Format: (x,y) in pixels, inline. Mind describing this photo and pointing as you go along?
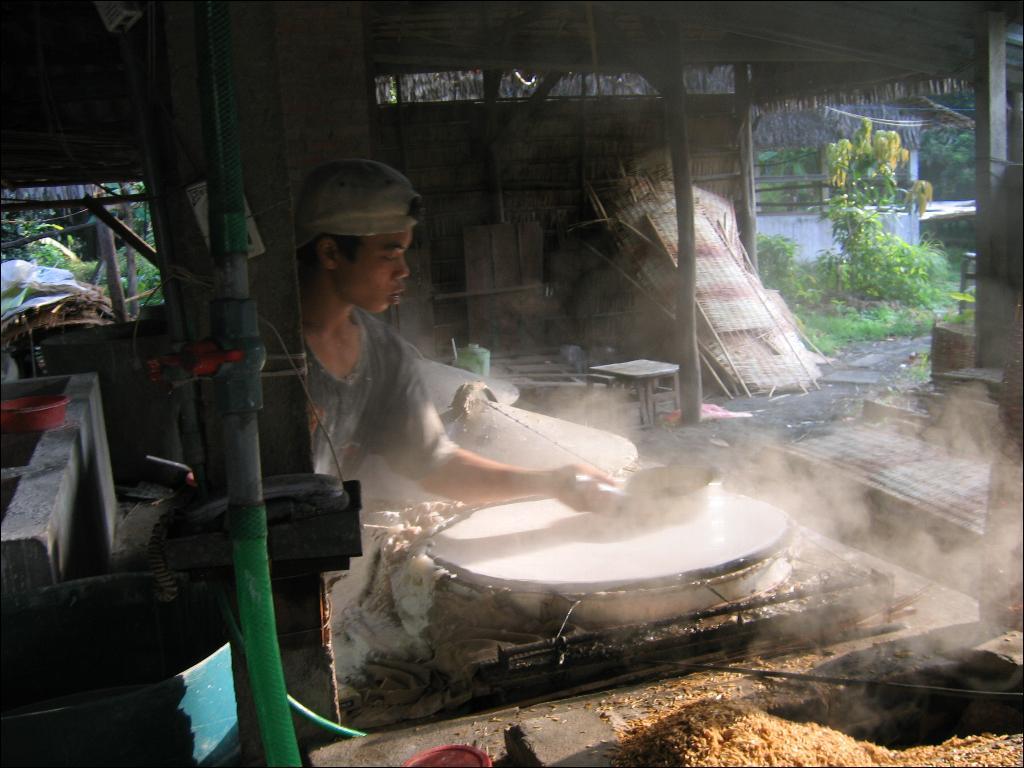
In this image I can see a person (570,492) standing and cooking something on the stove (861,705) under the tent (428,278), beside him there are some poles (1002,108) and other objects (630,397), also there are some plants (835,259) and building (965,241) outside.
